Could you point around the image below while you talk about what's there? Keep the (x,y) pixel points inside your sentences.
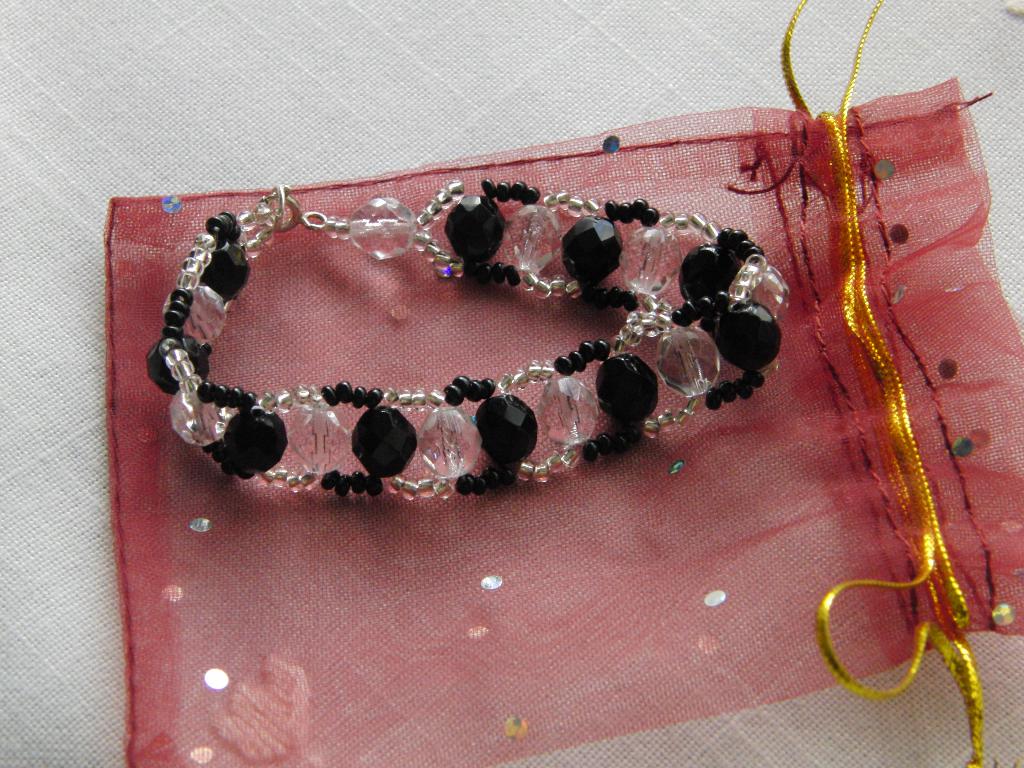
In the center of the picture (571,445) there is a bracelet (384,223) and a cover (762,597), placed on cloth (633,734).
